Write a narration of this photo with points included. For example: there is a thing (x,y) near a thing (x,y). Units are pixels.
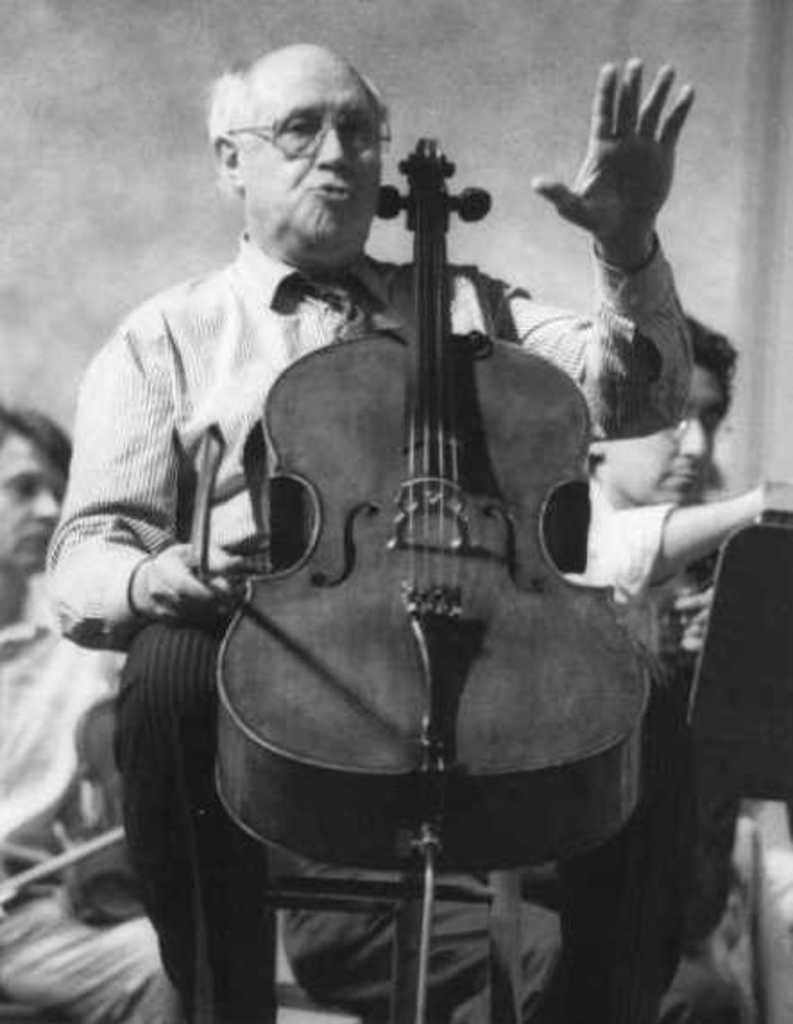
In this image the man (220,945) is sitting and holding a musical instrument (433,599).
